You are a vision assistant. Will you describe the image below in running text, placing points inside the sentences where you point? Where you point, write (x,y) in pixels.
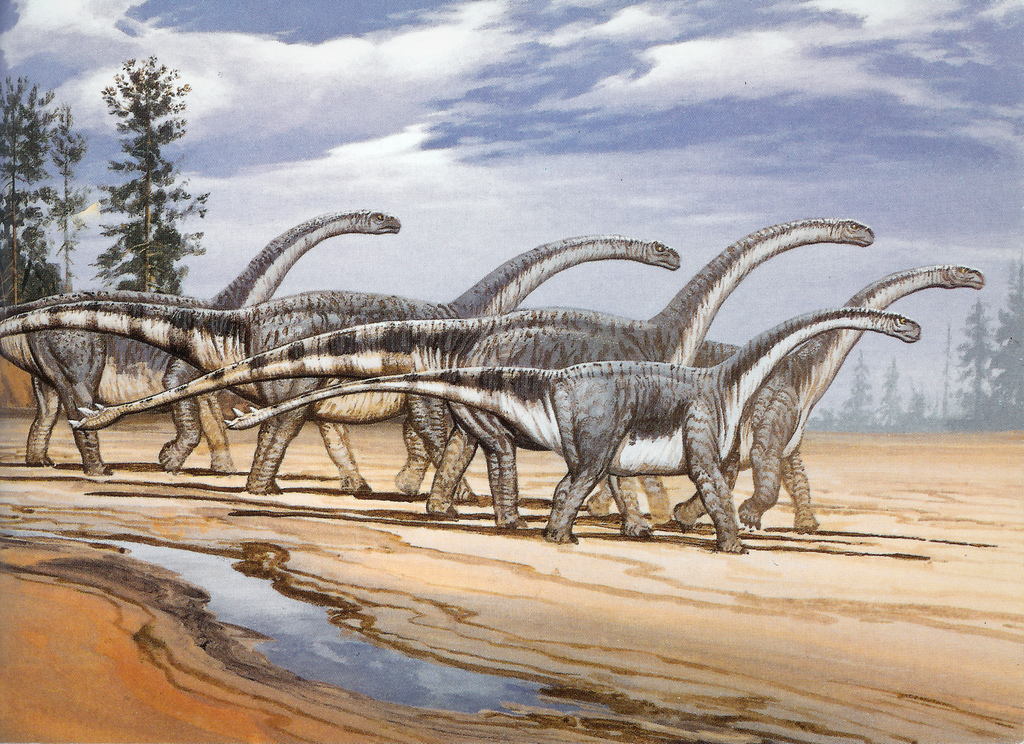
In this picture, it seems like a poster (250,570), where we can see Dinosaurs (541,439) in the center (370,261), there are trees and sky (609,261) in the background (470,214). Water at the bottom side (370,682).
